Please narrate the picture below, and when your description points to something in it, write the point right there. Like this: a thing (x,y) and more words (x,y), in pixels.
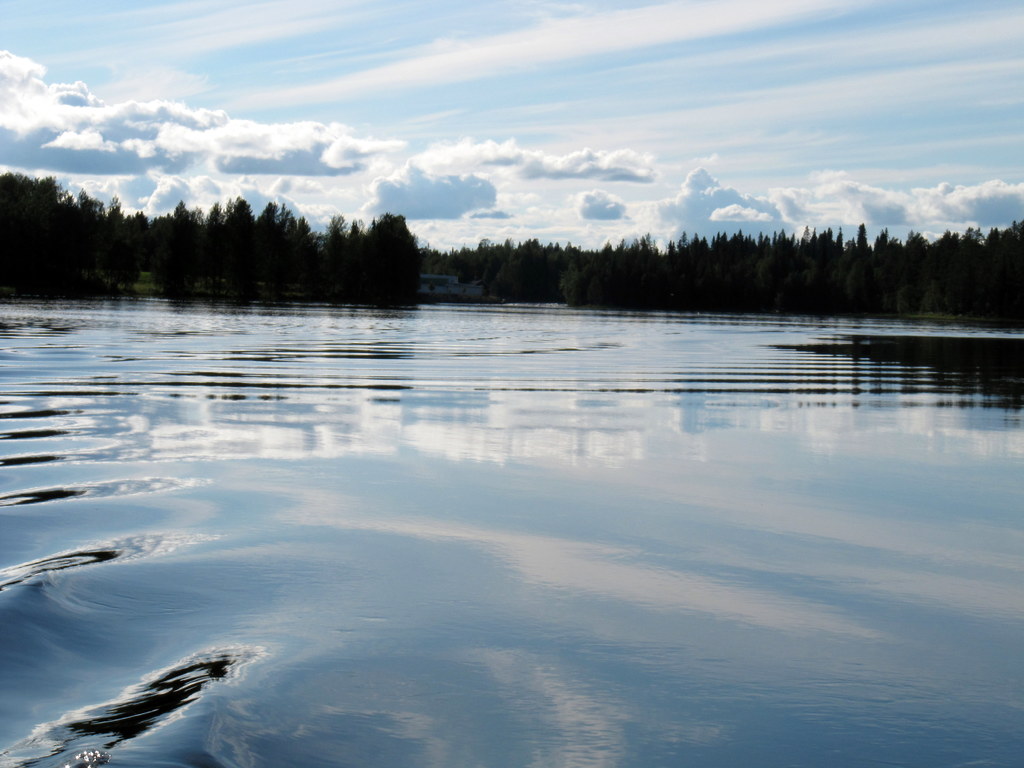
This image consists of water (493,481). There are trees (1019,278) in the middle (630,277). There is sky (561,124) at the top (388,163). There are clouds (625,165) in the middle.
